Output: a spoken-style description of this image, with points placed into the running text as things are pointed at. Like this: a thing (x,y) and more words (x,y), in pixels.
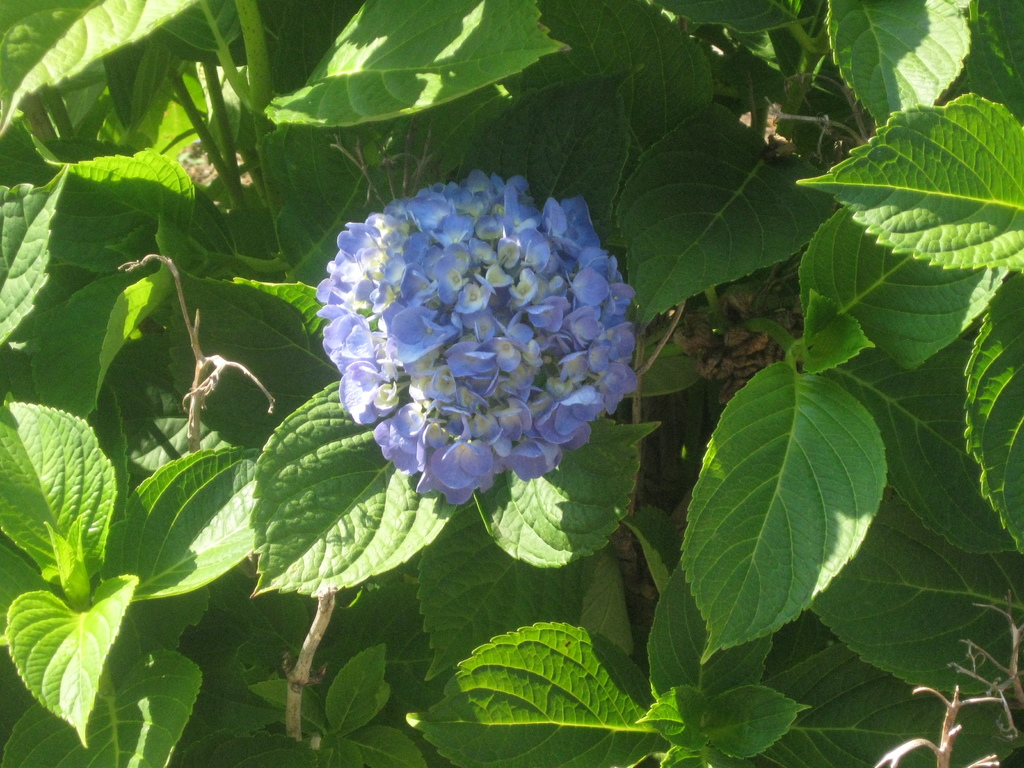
As we can see in the image there are plants (3,10) and violet color flowers (463,281).
